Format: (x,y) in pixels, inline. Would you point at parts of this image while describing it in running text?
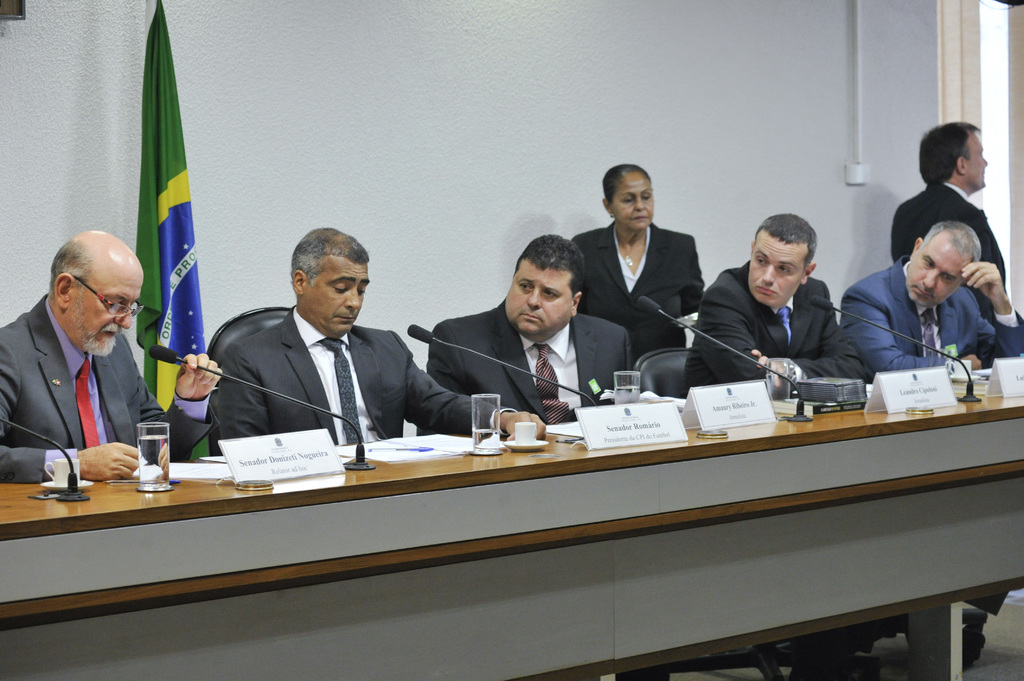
In the picture we can find some people (1001,336) sitting, two people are standing, persons (805,368) who are sitting on the chairs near the desk (583,583) are mostly listening to someone. On the desk (690,473) there are plates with the glasses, cup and saucers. In the background (682,157) we can find the flag (197,282) and wall (322,137).
